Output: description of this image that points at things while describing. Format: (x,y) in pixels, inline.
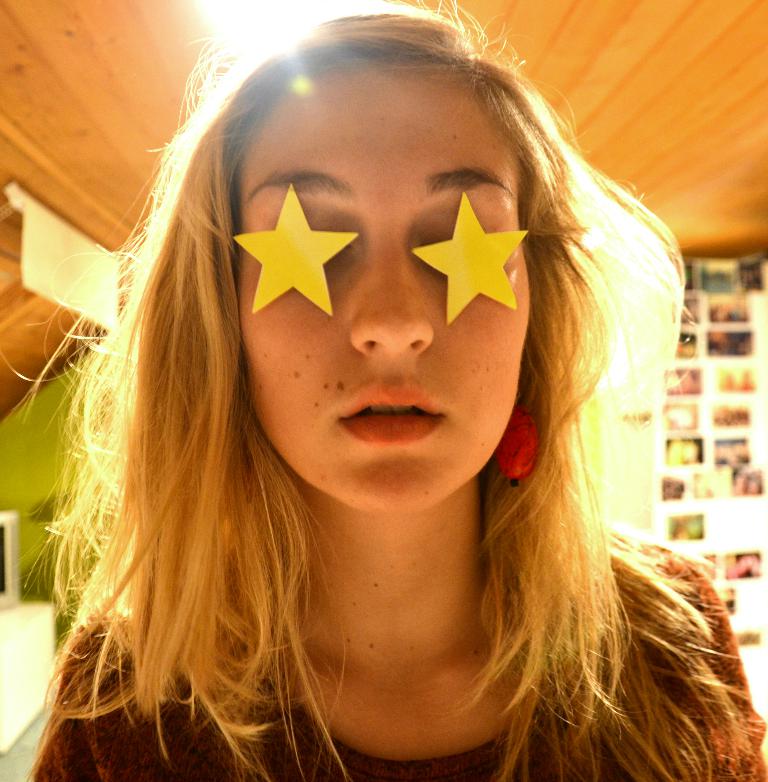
In this picture I can see a woman (502,385), there are paper stars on her eyes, and in the background (705,399) there are some objects (103,306).
